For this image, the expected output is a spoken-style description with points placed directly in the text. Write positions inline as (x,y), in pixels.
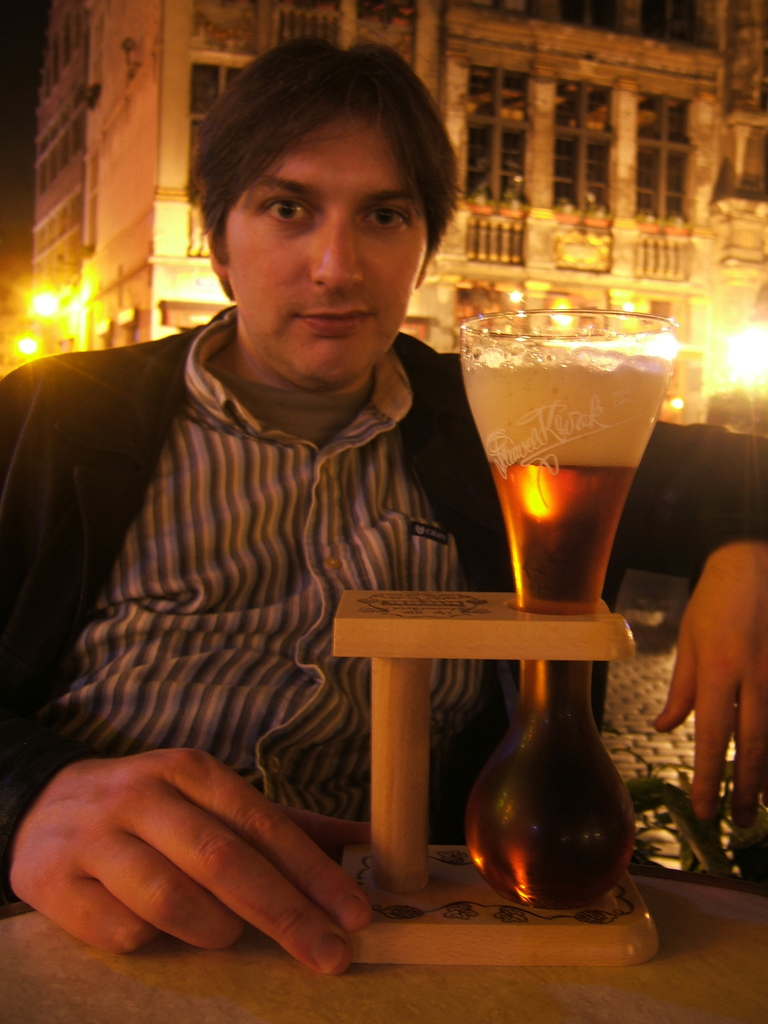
In this image there is a man (209,616) sitting in the front (234,608) and in front of the man (335,544) there is a glass (558,744) in the stand (456,876). In the background (312,26) there is a building (131,254) and there are lights (754,375) hanging on the building (615,303).
